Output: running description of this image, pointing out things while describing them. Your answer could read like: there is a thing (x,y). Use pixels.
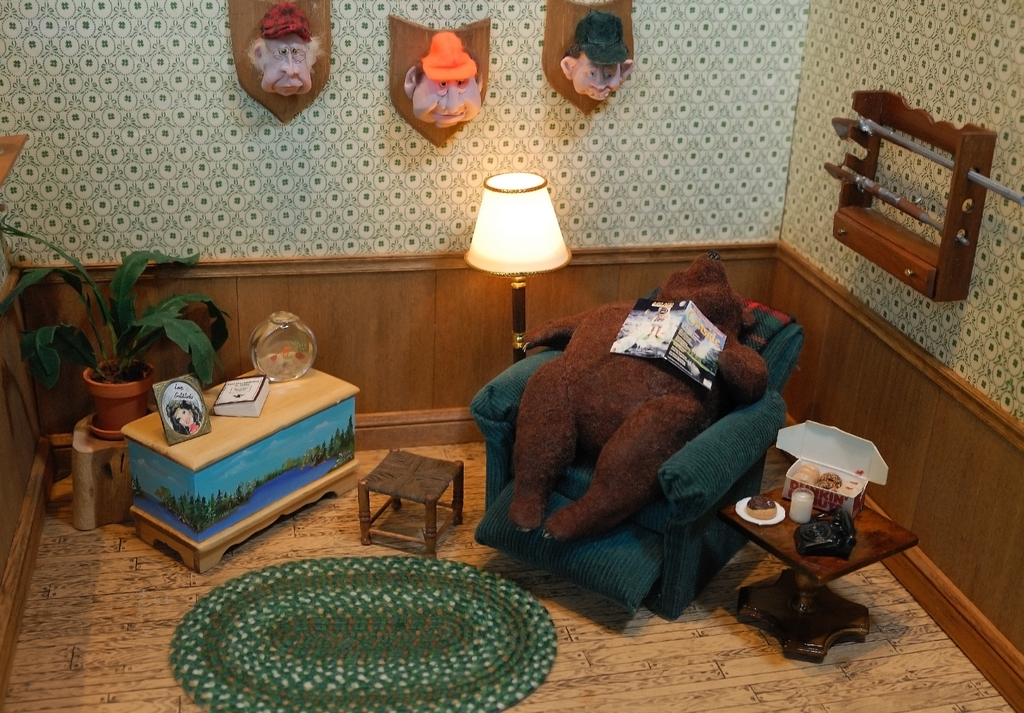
In this image, there is a teddy bear (625,395) sitting on the chair (697,434). There is a table (208,456) in front of this wall (357,279). This table (298,413) contains fish bowl (303,372), book (262,383) and photo frame (160,410). There is a plant (127,356) in front of this wall (146,210). There is a stool (436,460) in front of this wall (413,276). There are three masks (460,62) attached to the wall (664,149). There is an another table (757,543) contains telephone (846,548), plate (773,519), glass (795,508) and box (846,493). There is a mat (360,602) on the ground (158,634).
